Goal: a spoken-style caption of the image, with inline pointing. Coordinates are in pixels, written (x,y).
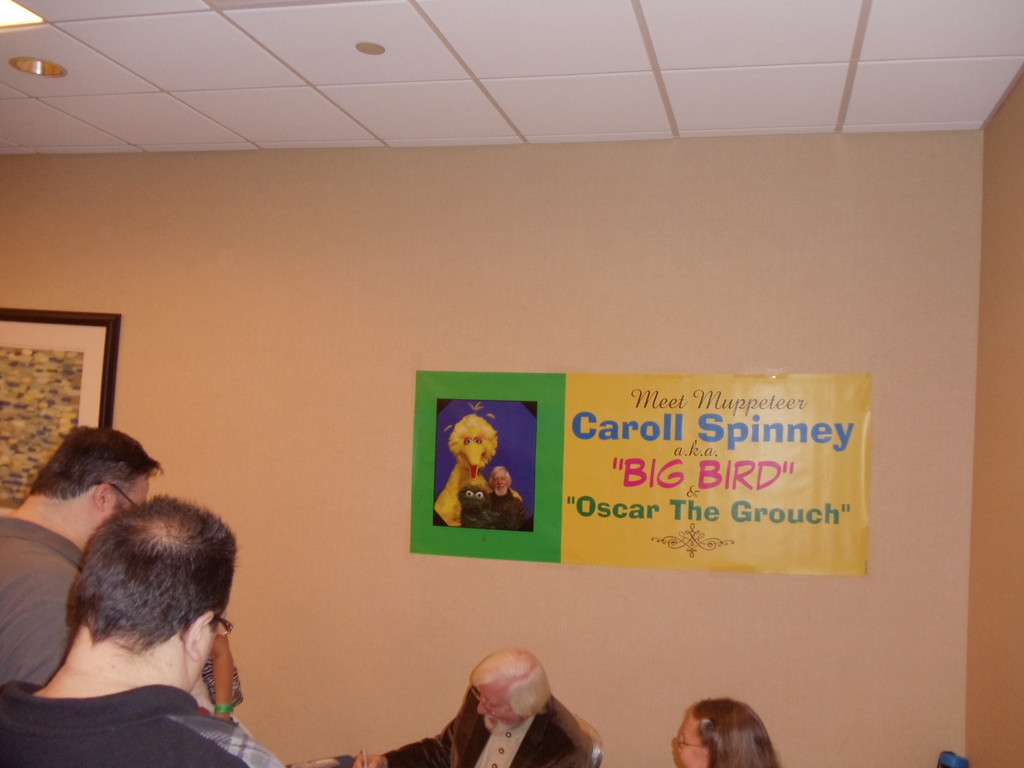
In this image we can see a person (502,717) is sitting and writing something. To the left bottom of the image (153,680) few persons (83,607) are standing and the wall (479,263) of the room (437,222) is in brown color. On wall (387,324) one frame (77,313) and poster (683,488) is attached. The roof (628,78) is in white color.
